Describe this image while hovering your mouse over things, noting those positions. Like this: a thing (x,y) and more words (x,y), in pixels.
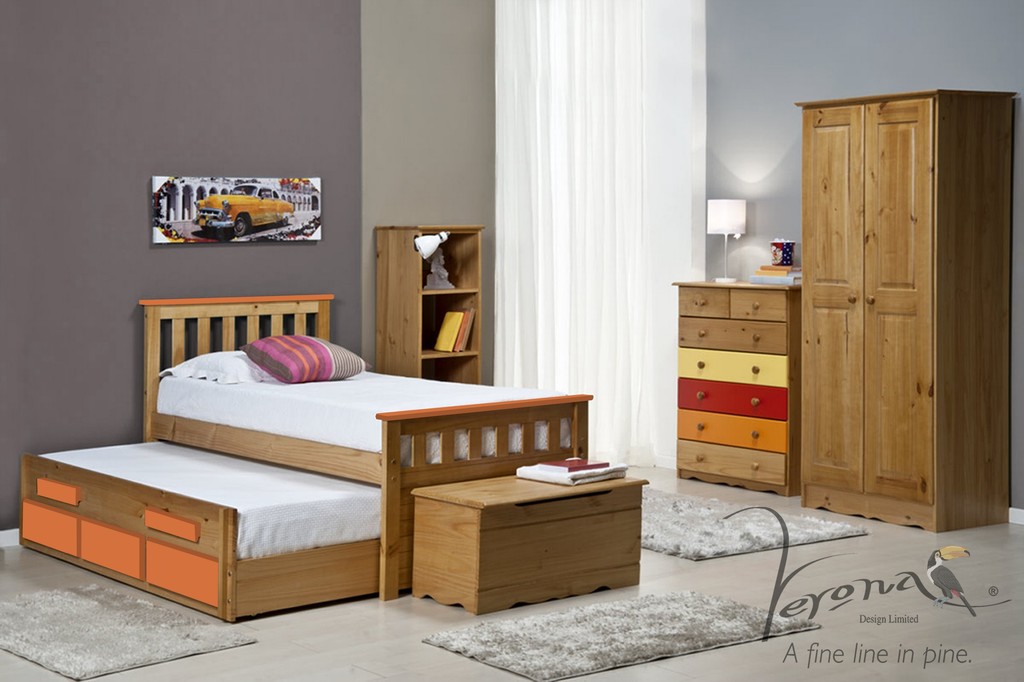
In the center (371,394) we can see bed (374,398). On bed (256,407), there is a blanket (332,408) and two pillows (272,343). Around bed (302,415) we can see carpet (562,657). In the background (301,110) there is wall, shelf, cupboard (820,313), lamp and curtain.
